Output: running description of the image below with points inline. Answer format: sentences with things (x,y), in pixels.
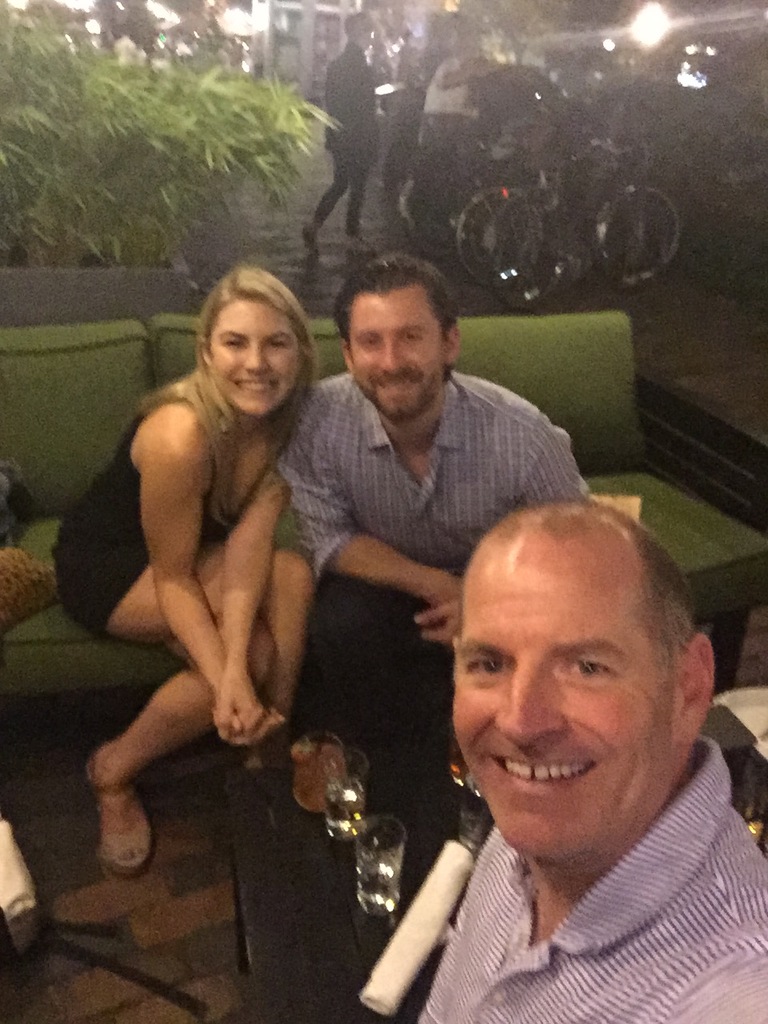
Here we can see three people (725,780) are smiling. These two people (338,397) are sitting on a couch (173,379). On this table (445,786) there are glasses (453,779) and objects (452,884). Background (484,222) there are bicycles (515,188), people (445,115) and plant (78,104).
